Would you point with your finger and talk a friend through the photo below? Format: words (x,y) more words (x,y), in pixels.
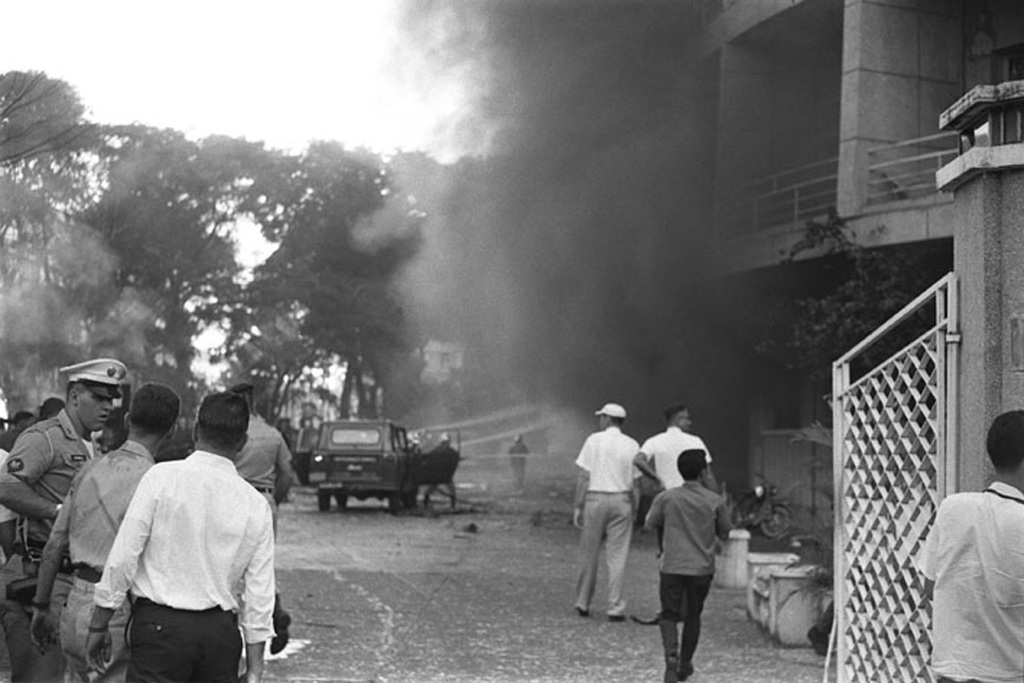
It is the black and white image in which there is a van (348,454) in the middle (353,425). On the right side (747,189) there is a building (749,155). In the background (275,222) there are trees (285,210). On the left side (53,458) there is a police officer (44,530) who is standing on the road (275,669). On the right side (883,502) there is a gate (877,473). There is a black colour smoke (465,153) in the air (301,121).
